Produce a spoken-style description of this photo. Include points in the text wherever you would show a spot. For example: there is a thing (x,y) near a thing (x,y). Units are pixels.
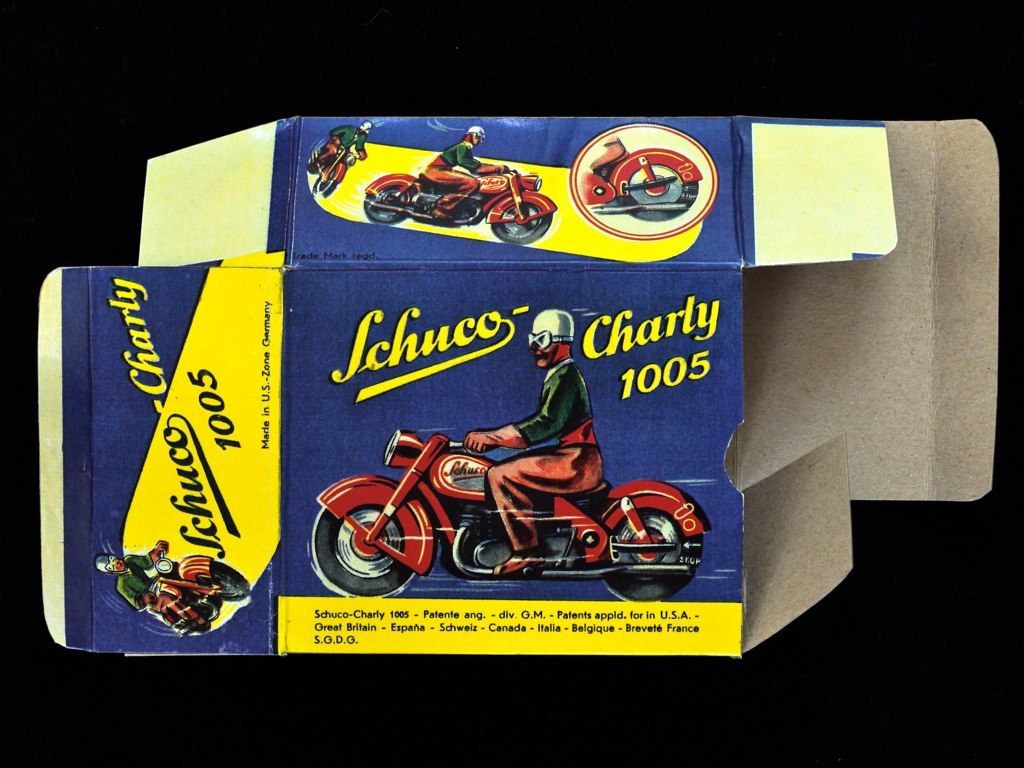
In this picture we can see a box (413,376), here we can see some people (562,373) on motorcycles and some text (683,364) on it and in the background (1019,36) we can see it is dark.
